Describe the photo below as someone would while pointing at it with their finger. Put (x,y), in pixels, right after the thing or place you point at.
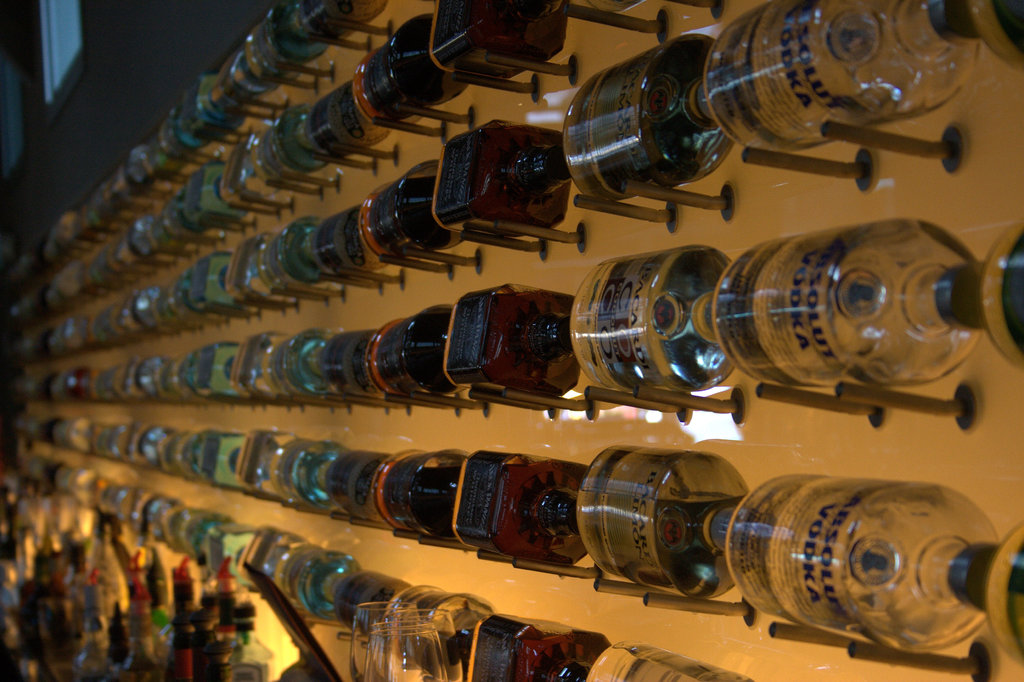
As we can see in the image, there are lot of bottles (431,47) arranged in a sequence.
